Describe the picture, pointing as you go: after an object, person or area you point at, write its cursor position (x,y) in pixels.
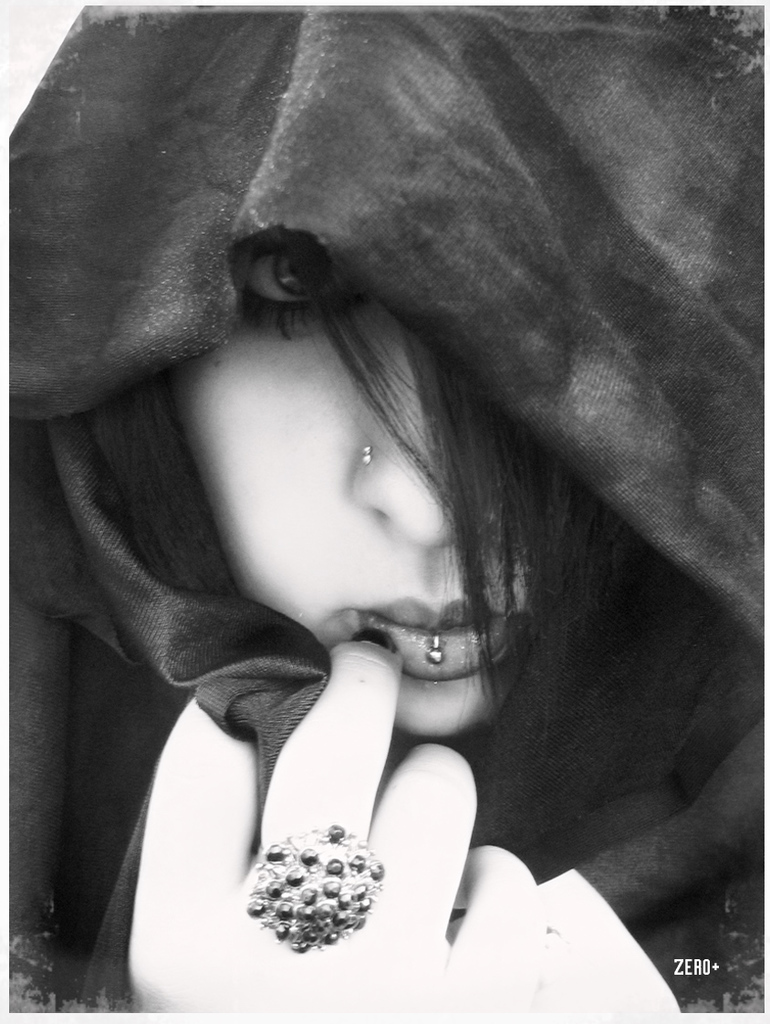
In this image there is a woman (219,486) wearing a scarf (101,347) and a ring (356,856) on her hand (309,768), there is a text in the bottom right corner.
